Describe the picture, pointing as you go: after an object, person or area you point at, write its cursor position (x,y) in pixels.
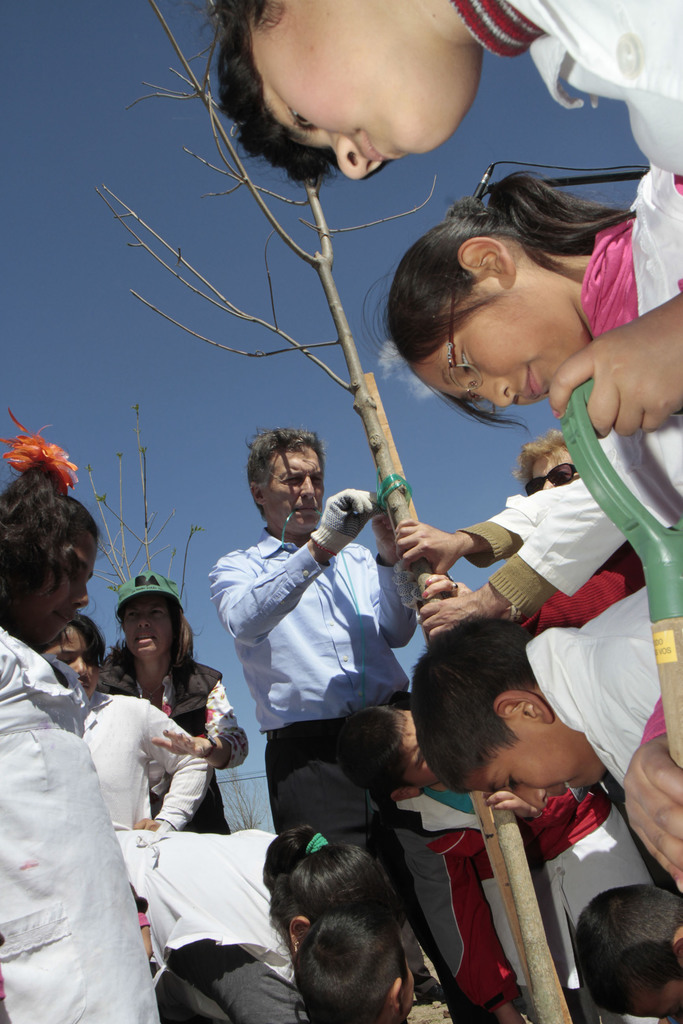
In this image we can see group of persons (347,903). In the center of the image (302,570) there is a person (302,542) holding a tree (360,362). In the background (187,372) there is a sky (89,292) and cloud (401,372).
